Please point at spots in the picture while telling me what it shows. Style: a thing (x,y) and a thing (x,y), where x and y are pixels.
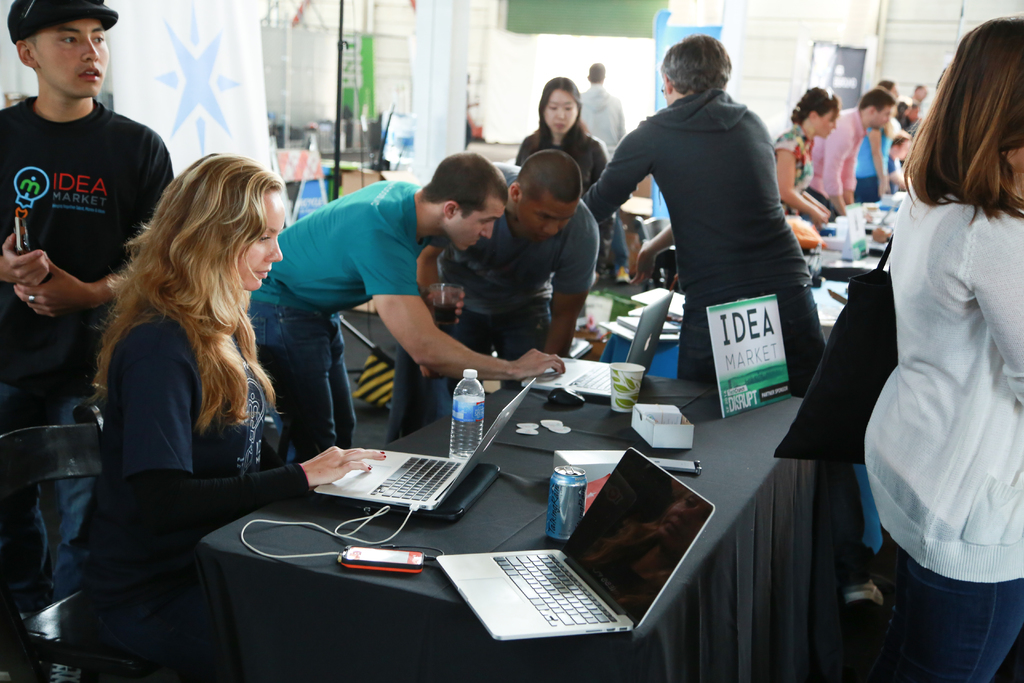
In this image I can see few people (533,290) are standing and few people (415,329) are working on the laptops (406,473) which are placed on the table (361,642). This table (361,642) is covered with a black color cloth (742,553). On this I can see laptops (575,546), boxes (648,434), glasses (625,367), bottle (459,413), mobile (366,556), wires (348,532) and some more objects (736,329). In the background (401,55) there is a wall (322,55) and pillar (431,53).
